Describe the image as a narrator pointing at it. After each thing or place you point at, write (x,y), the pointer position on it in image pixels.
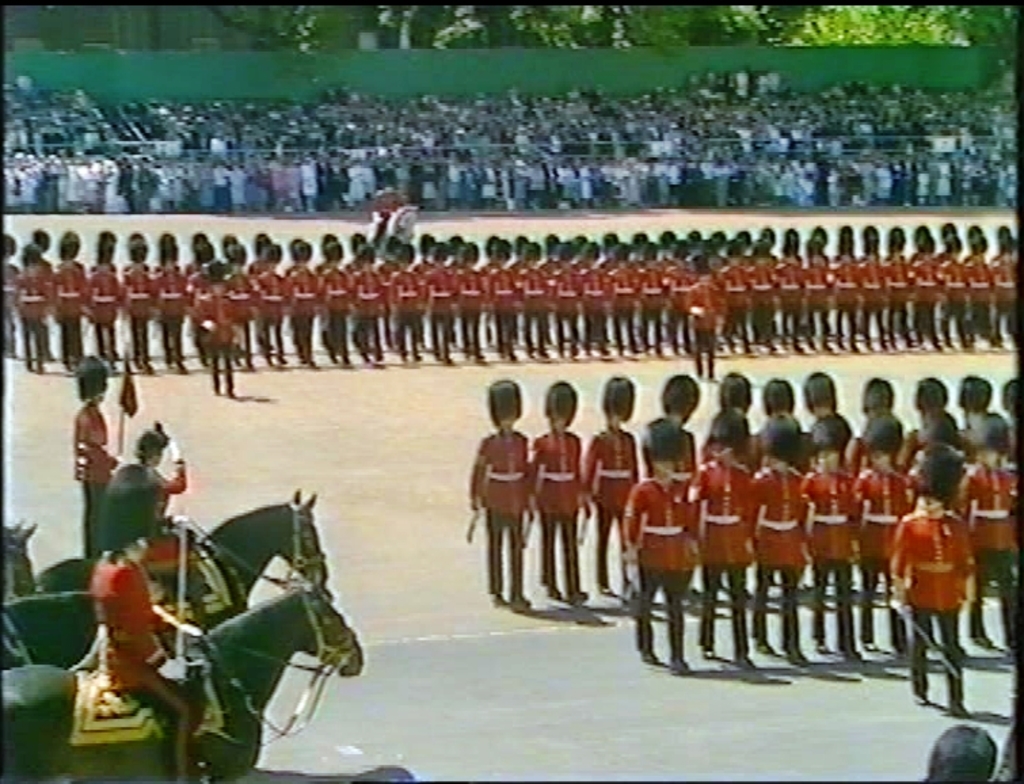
In the picture I can see few persons (621,286) wearing red dress (621,286) are standing and there are few persons (129,512) sitting on horses (5,615) in the left corner (118,573) and there are few audience (389,145) and trees (563,34) in the background (668,24).
